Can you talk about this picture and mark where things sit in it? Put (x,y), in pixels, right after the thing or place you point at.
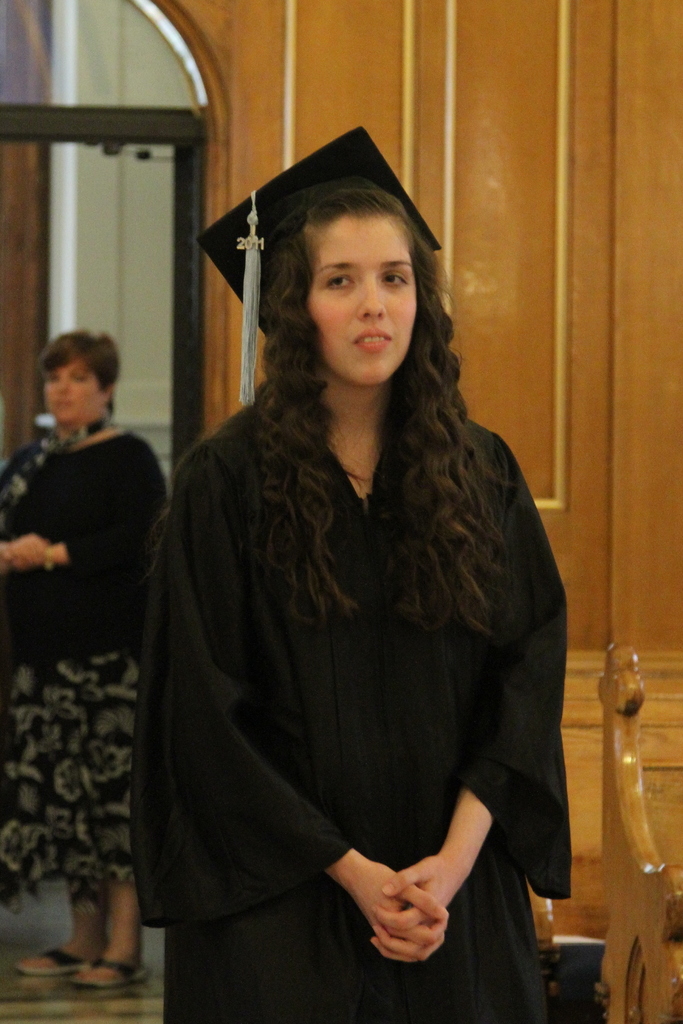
In this image I can see a woman (387,321) is standing in the front (363,631). I can see she is wearing academic dress (367,618) and a square academic cap (321,192). In the background (106,403) I can see a woman (22,837) and I can see she is wearing black colour dress (88,665) and on the bottom right side of this image (613,717) I can see a wooden thing (609,657).
